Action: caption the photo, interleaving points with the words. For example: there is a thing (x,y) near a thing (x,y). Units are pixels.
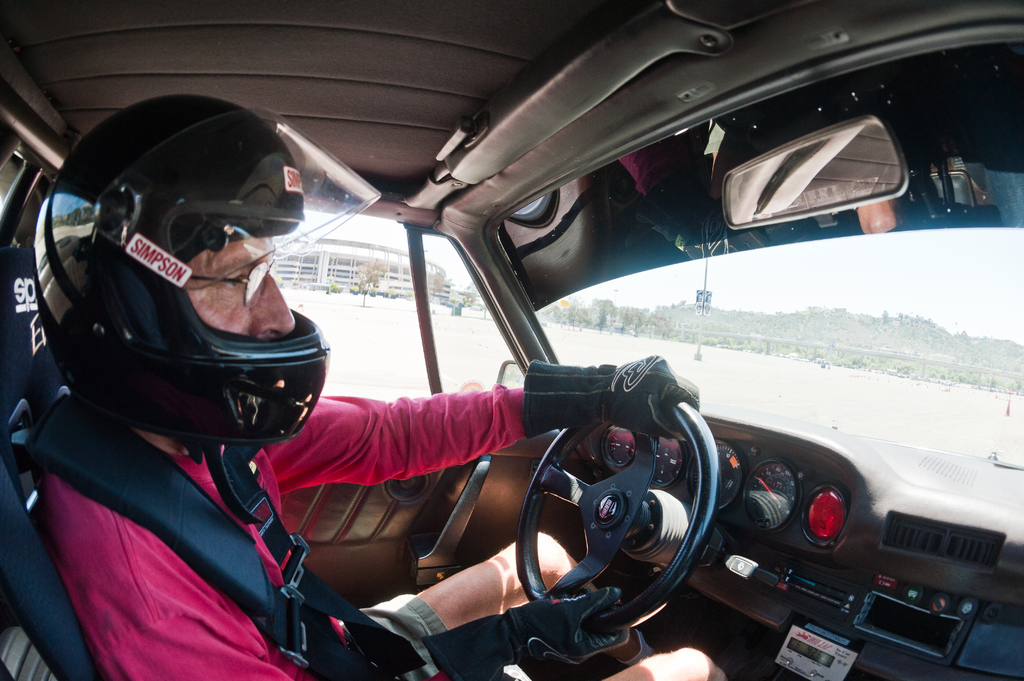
In this image I can see the person (211,489) sitting in the vehicle (359,526). The person (126,645) is wearing the pink color dress (179,648) and also helmet (124,347). He is holding the steering (527,517). Outside the vehicle (549,352) I can see the building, many trees (727,321) and the white sky (737,283).
